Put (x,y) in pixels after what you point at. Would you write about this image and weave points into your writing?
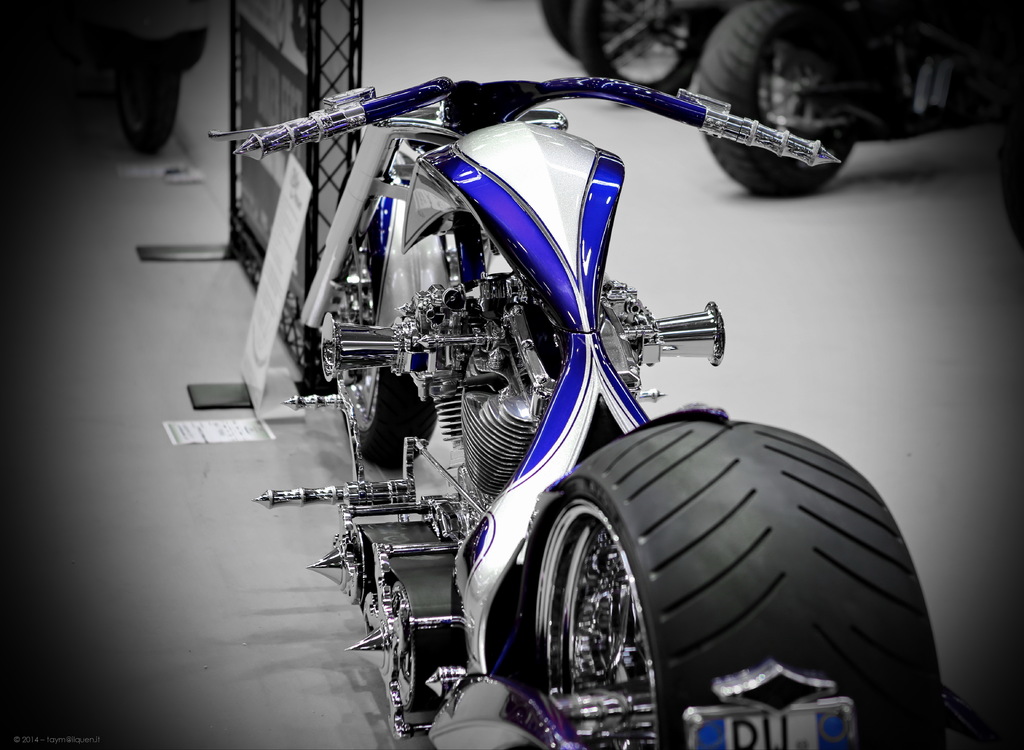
In this picture we can see a bike (383,296), board (290,287), papers (177,171), wheels (830,79) of vehicles (194,1) on the floor (945,338).
